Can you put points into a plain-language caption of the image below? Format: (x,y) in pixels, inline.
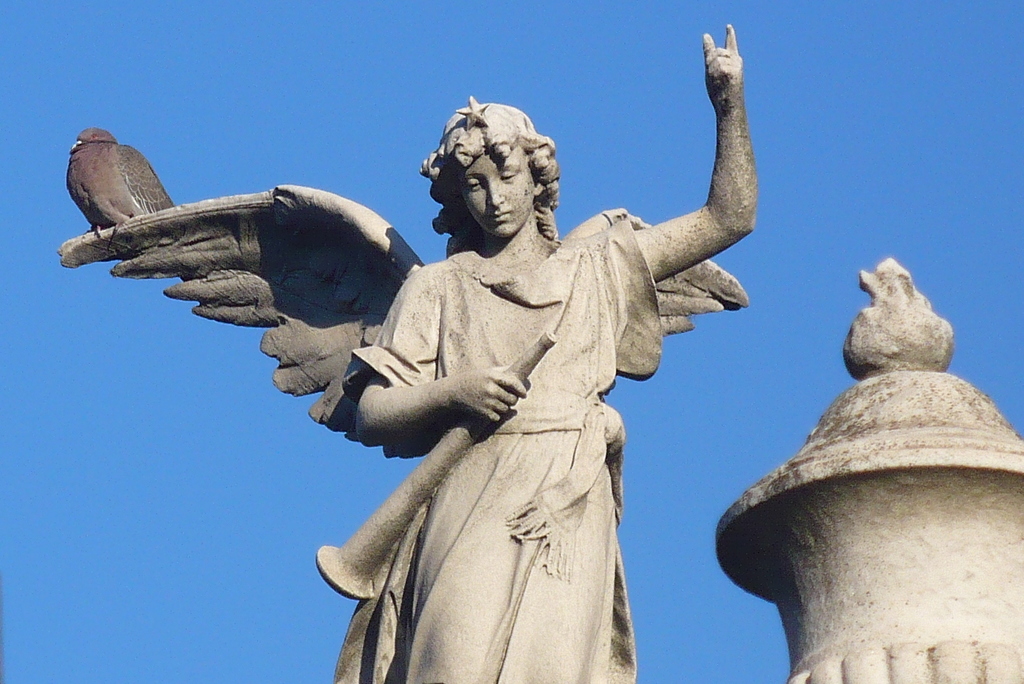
On the left side (141,166), there is a bird (100,215) on the edge (101,242) of a wing (231,244) of a woman's statue (634,347) who is holding a trumpet (321,565) with a hand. On the right side (960,606), there is another statue (854,351). In the background (881,245), there is blue sky (394,35).
